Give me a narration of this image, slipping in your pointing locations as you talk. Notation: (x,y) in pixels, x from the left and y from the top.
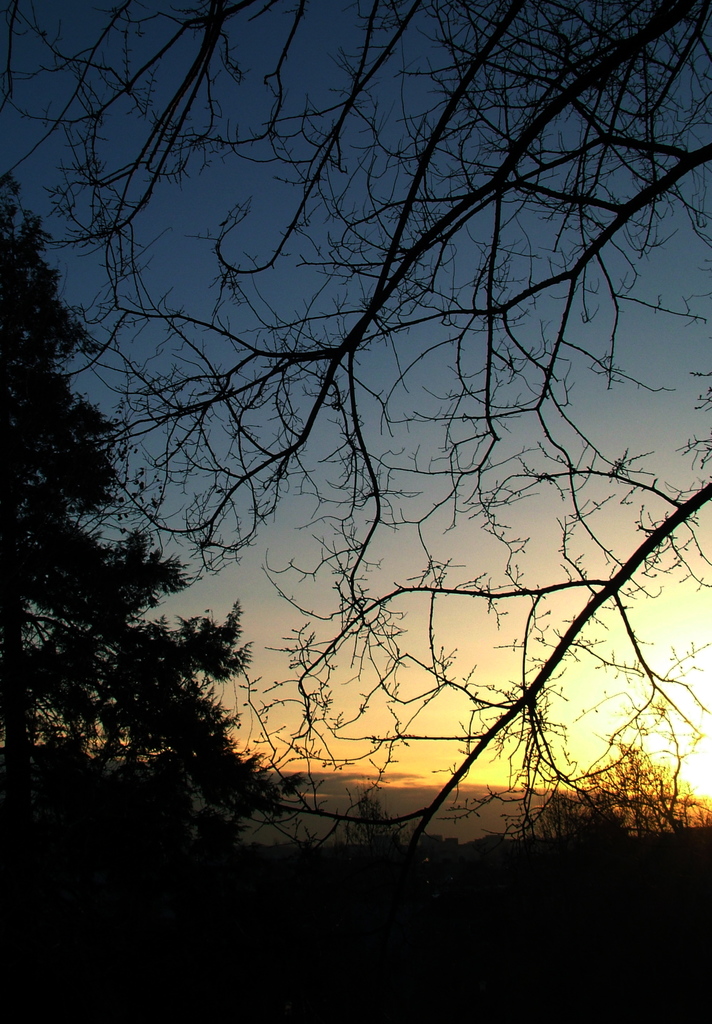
In this image, we can see there are trees (648,796) on the ground (429,876). In the background (608,508), there are a sun (711,690) and clouds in the sky (235,236).
